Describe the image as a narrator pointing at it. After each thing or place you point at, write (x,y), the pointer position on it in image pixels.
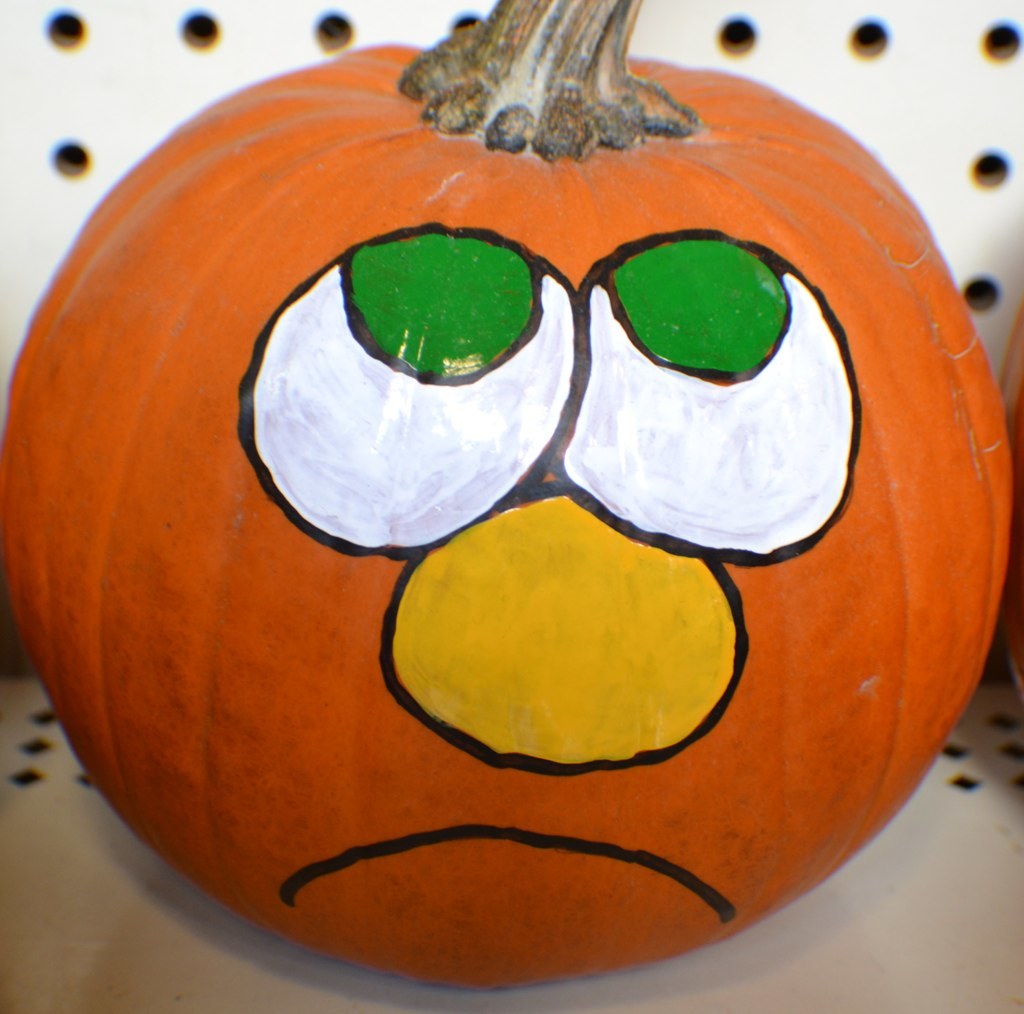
In this image I can see pumpkin (737,703) on the table (961,744) which has some painting (702,679) on it.
